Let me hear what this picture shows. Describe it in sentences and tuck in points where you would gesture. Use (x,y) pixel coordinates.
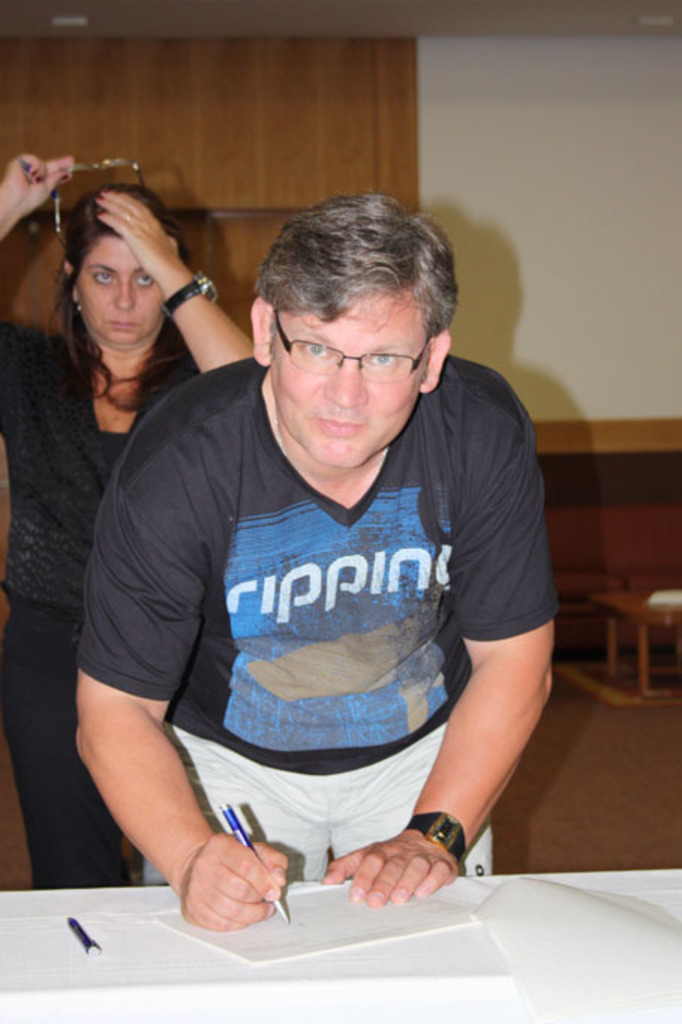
In the picture there is a man (327,400) and a woman (189,376) man (342,728) is writing some thing on a paper (309,895) with a pen (269,874) on the table (165,1010) which is in front of him in the room (535,402) there are some tables (639,604) and chairs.
